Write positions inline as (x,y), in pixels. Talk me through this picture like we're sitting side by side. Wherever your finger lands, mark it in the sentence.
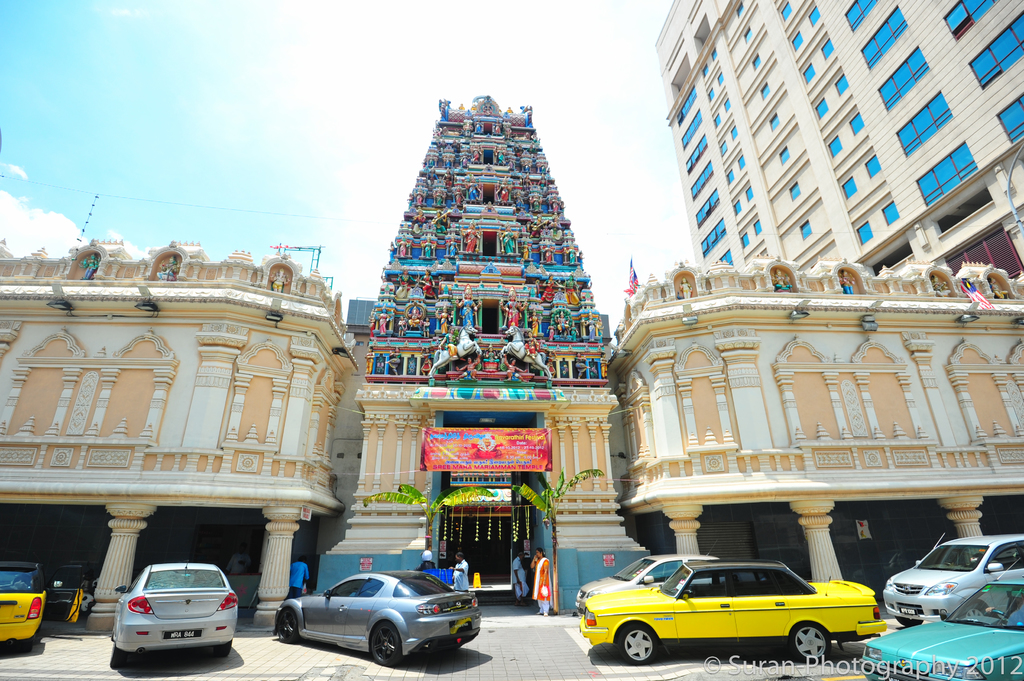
In this picture i can see the skyscraper (1010,76), building (921,178) and temple (565,343). At the bottom (28,582) i can see many vehicles (876,650) which is parked in front of the temple (437,313). In the bottom right corner (745,676) there is a watermark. Near to the banana tree (556,589) we can see some people (545,564) were standing, beside them there is a banner (458,446). In the bottom left corner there is a man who is standing near to the pillar (103,582). At the top (266,109) i can see the sky (351,104) and clouds (410,56). On the right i can see the pole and flags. In the center (565,311) i can see the statues (420,312) on the wall (412,292).
